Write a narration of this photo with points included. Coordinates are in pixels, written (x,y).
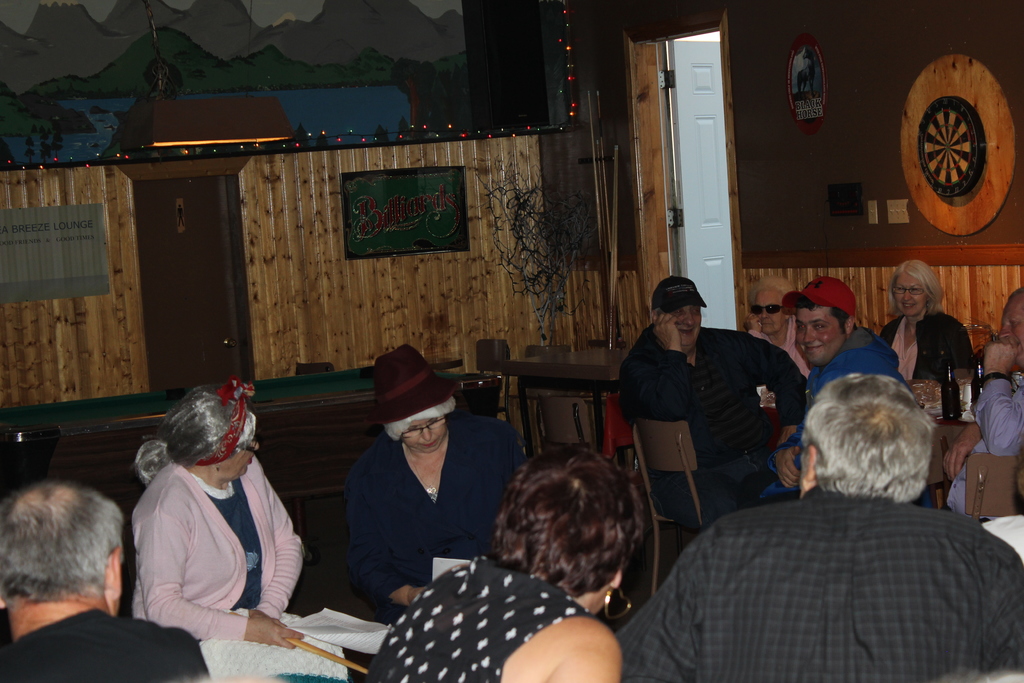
In this image there are few chairs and tables (14,475) on the floor (675,540). Few persons (618,539) are sitting on the chairs (979,457). Right side there is a table (929,413) having few bottles (946,407) on it. Left side (186,579) there is a woman (222,582) holding a stick (300,641) in her hand (295,634). Few frames (387,172) are attached to the wall (329,251) having a door (691,201). Left top there is some painting (364,44) on the wall (611,9).
